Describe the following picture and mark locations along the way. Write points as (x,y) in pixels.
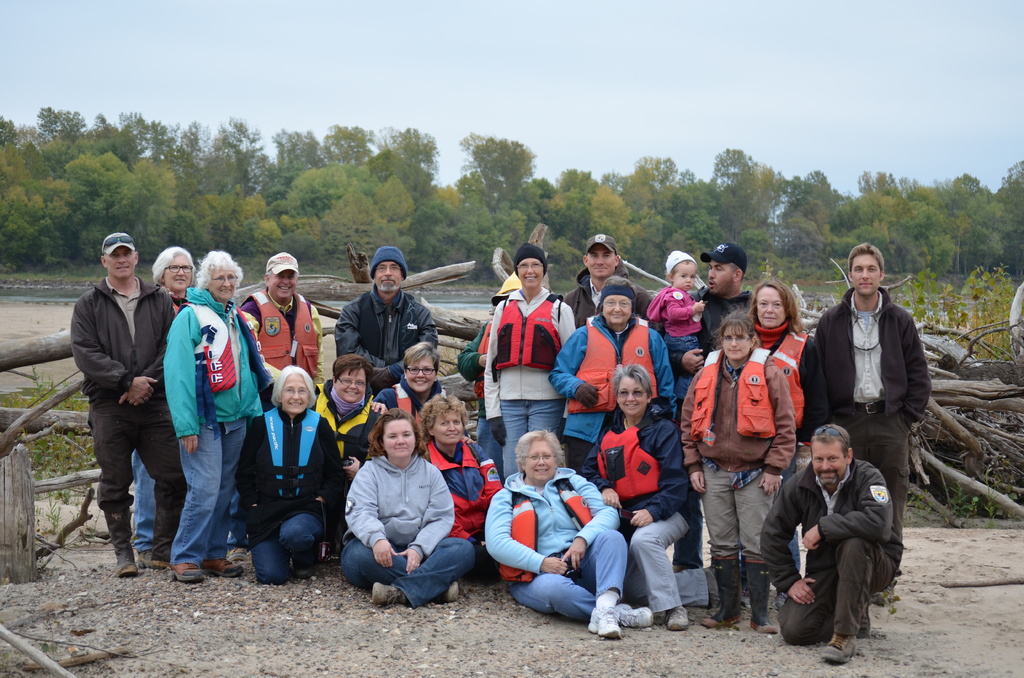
A group of people (464,475) are sitting, standing and laughing. Many of them wear life jackets (703,431), behind them there are logs (3,435). In the middle (458,244) there are green trees (464,240). At the top (977,123) it is the sky (1003,123).
